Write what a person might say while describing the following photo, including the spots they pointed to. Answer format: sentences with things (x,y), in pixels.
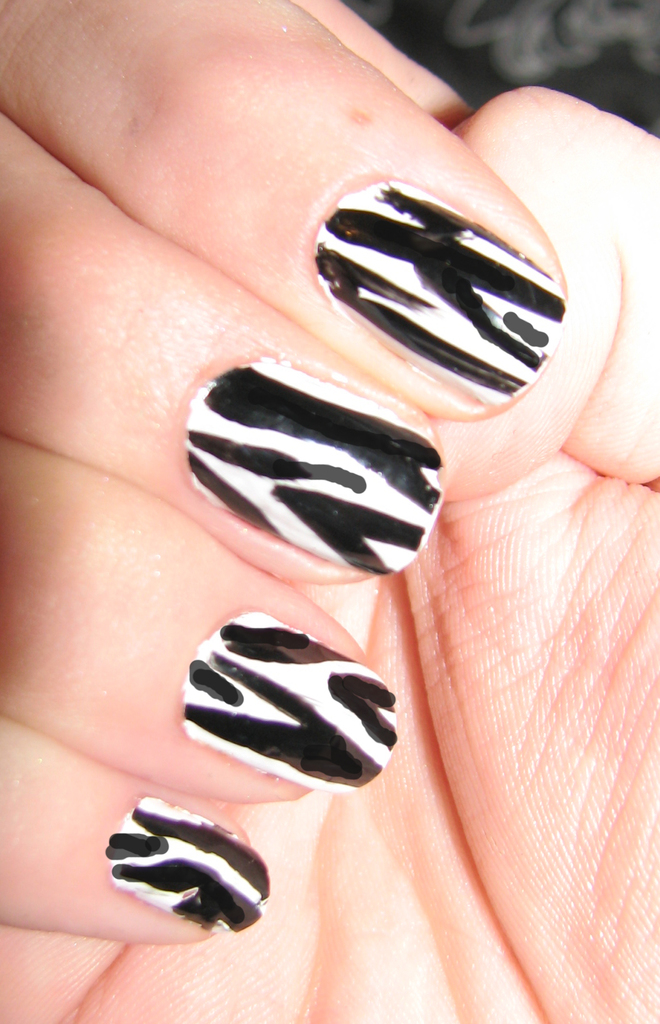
In this image in the foreground (100,360) there is one person's hand (215,444) is visible, and on the persons nails (203,822), there is nail paint (351,552).
